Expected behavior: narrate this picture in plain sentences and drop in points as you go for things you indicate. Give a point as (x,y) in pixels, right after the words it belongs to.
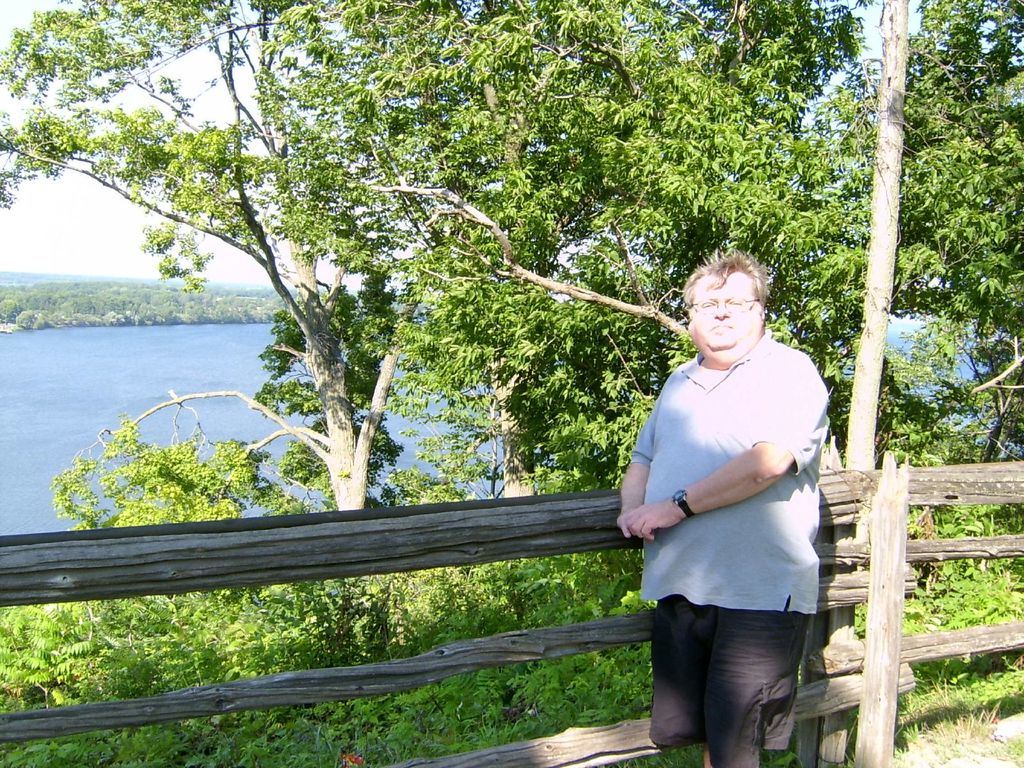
In the front of the image (521,502) there is a person (722,505), wooden railing (406,508) and trees (609,107). In the background of the image (70,222) there is the sky (69,207), greenery (122,318) and water (145,392).
